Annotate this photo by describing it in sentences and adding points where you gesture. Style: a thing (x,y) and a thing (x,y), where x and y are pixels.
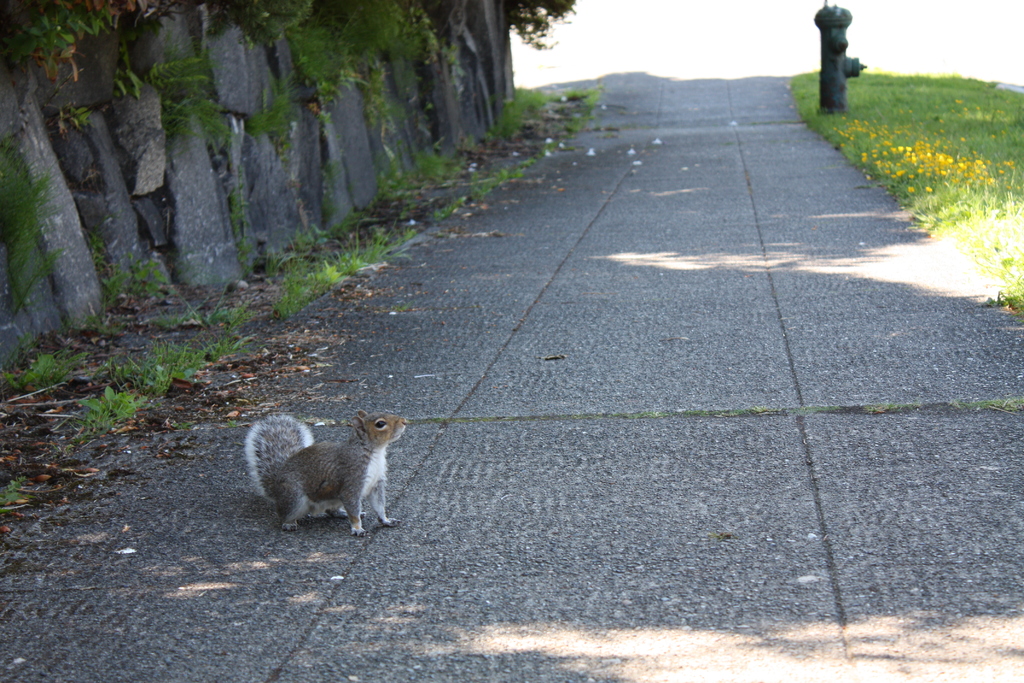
This picture is clicked outside. On the left (306,516), we can see the squirrel (301,470) on the ground (672,440) and we can see the green grass (955,187), flowers (926,157) and the rocks (368,151) and we can see an object (834,55) seems to be the water hydrant (832,87).
